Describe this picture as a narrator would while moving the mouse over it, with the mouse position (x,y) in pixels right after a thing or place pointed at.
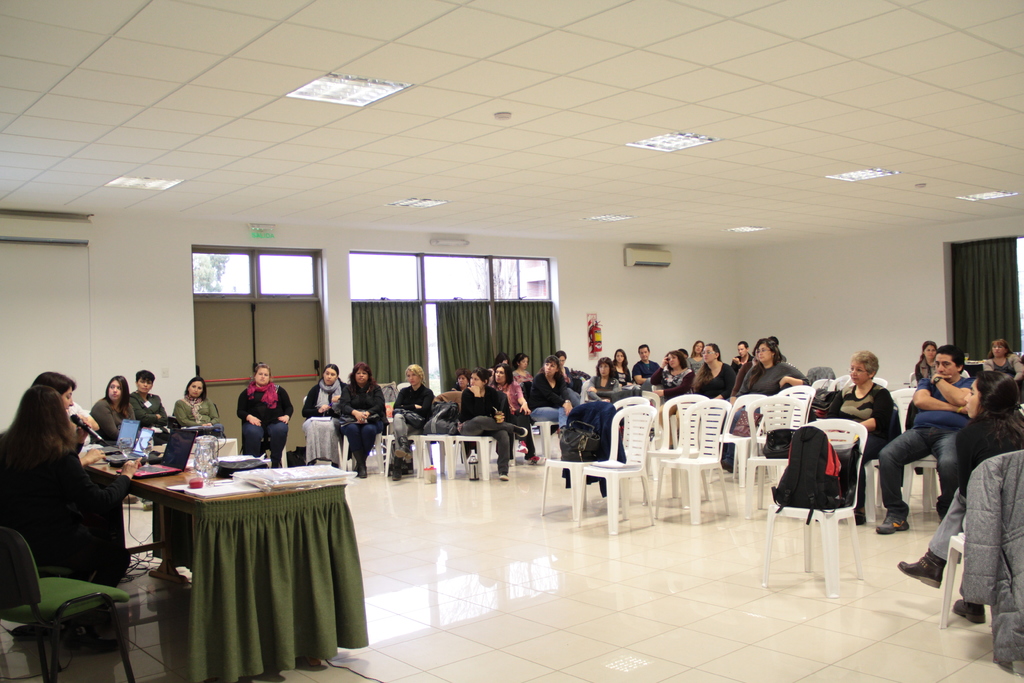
In this picture there are many people (524,415) sitting in the chairs (699,408) in a room (709,286). There is a table (157,478) in front of which some of the people (39,453) were sitting. On the table (222,497), there laptop (139,444) and some jars (211,455), papers (230,486) were present. In the background (407,332), there are some curtains (365,336) and a windows (436,310) here. We can observe a wall (698,304).
